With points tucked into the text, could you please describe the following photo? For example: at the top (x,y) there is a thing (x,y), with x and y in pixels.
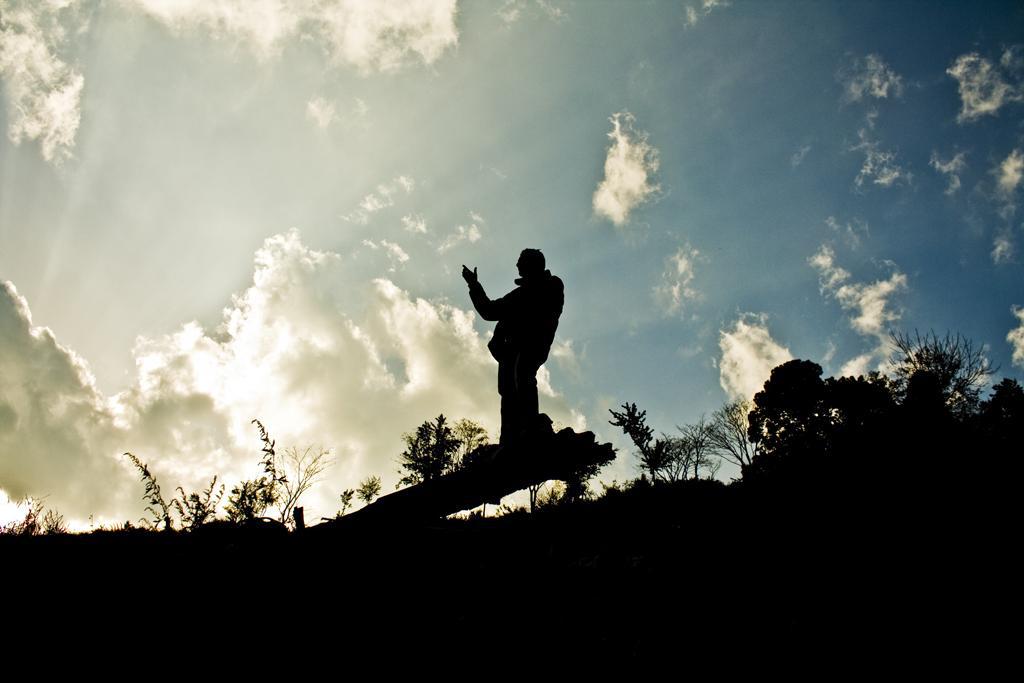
This image is clicked outside. There are trees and plants (67,529) in the middle (440,442). There is a person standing in the middle (553,322). There is sky (512,186) at the top (526,205).
